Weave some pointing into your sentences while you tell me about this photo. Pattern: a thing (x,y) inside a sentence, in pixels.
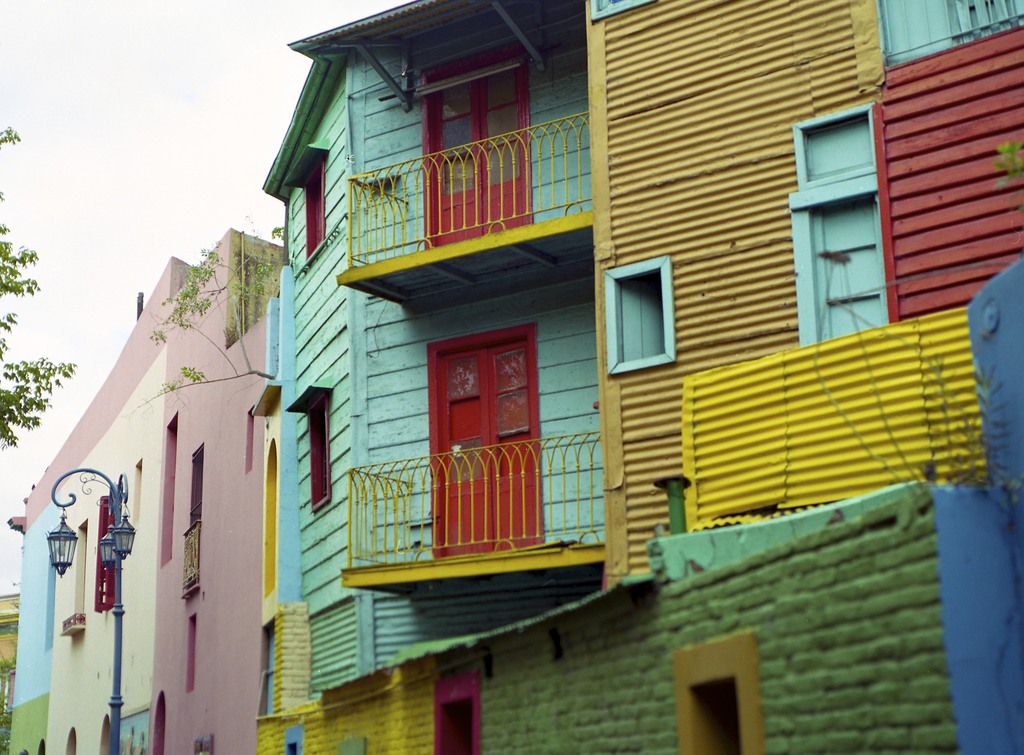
In this picture we can see buildings (211,523), railings (439,227), lights (129,534), pole (119,644) and leaves (15,418). In the background of the image (157,121) we can see the sky (184,156).
